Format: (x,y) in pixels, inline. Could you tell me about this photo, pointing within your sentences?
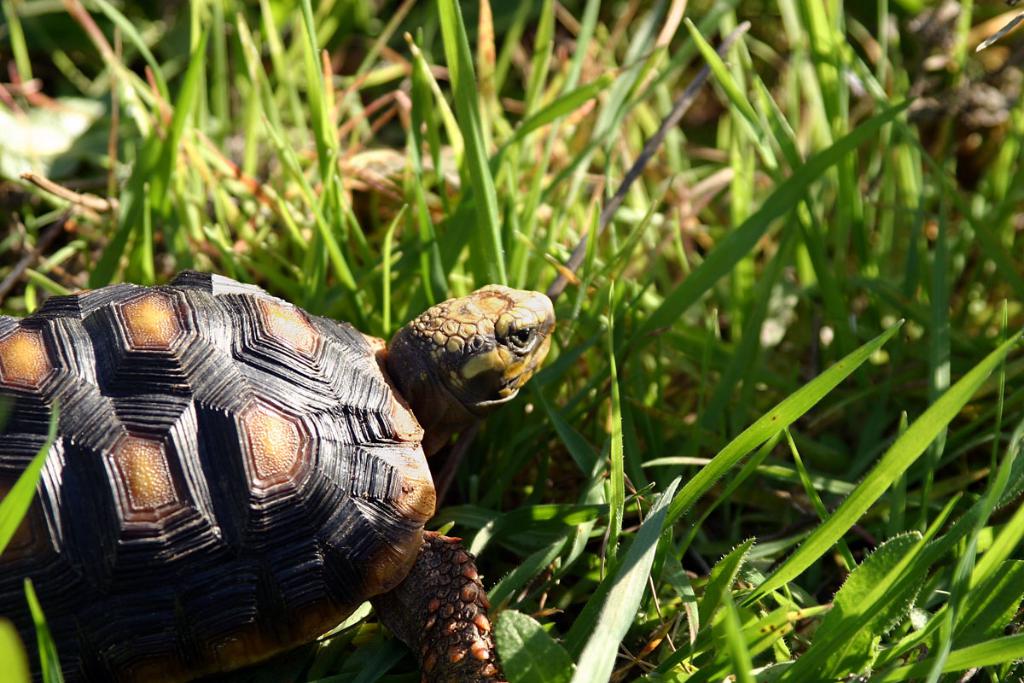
In this image I can see a tortoise (376,439) which is in brown and black color. In front I can see a green grass (787,247).
